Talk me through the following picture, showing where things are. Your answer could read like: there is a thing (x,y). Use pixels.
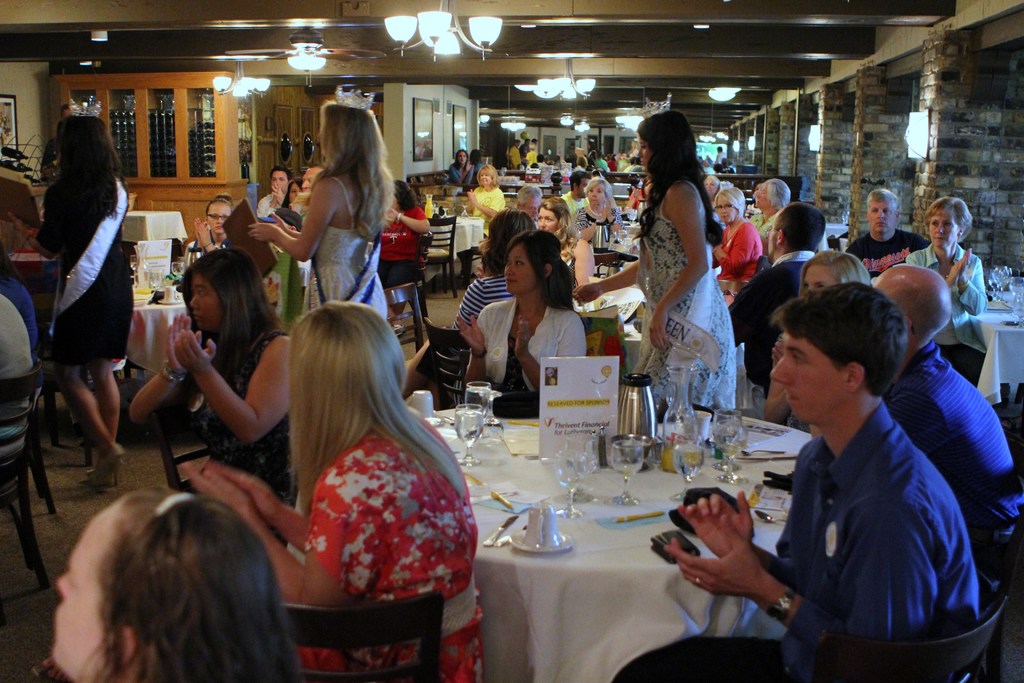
There are many people (322,280). Some are standing and some are sitting on chairs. There are tables (506,440). On the table (511,482) there are glasses (467,424), cups (417,395), saucers (525,544), jug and many other items (602,408). On the ceiling (390,12) there are lights (578,129). In the back (158,140) there are glass windows (198,135). Also there are photo frames (423,104) on the wall (474,125). And there are brick walls (851,119).
